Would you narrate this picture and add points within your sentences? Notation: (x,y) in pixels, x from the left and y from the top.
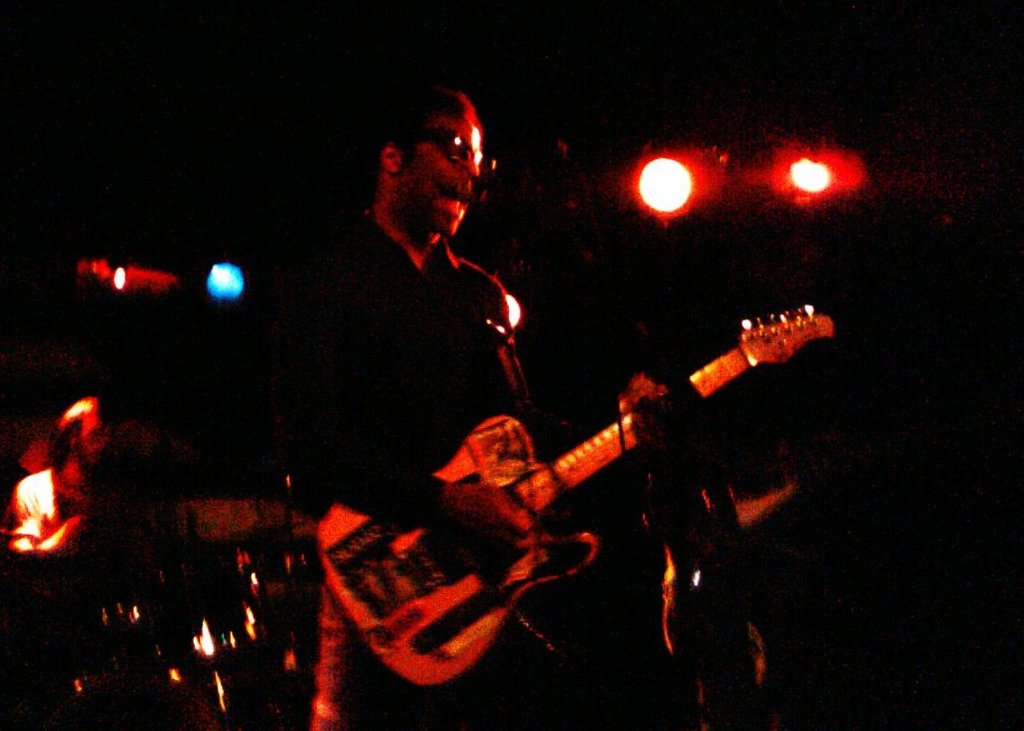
In the center of the image (367,377) we can see a person (423,445) standing holding a guitar (414,574). On the backside (56,519) we can see a person (71,512) sitting. We can also see the musical instruments (102,633) and some lights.
